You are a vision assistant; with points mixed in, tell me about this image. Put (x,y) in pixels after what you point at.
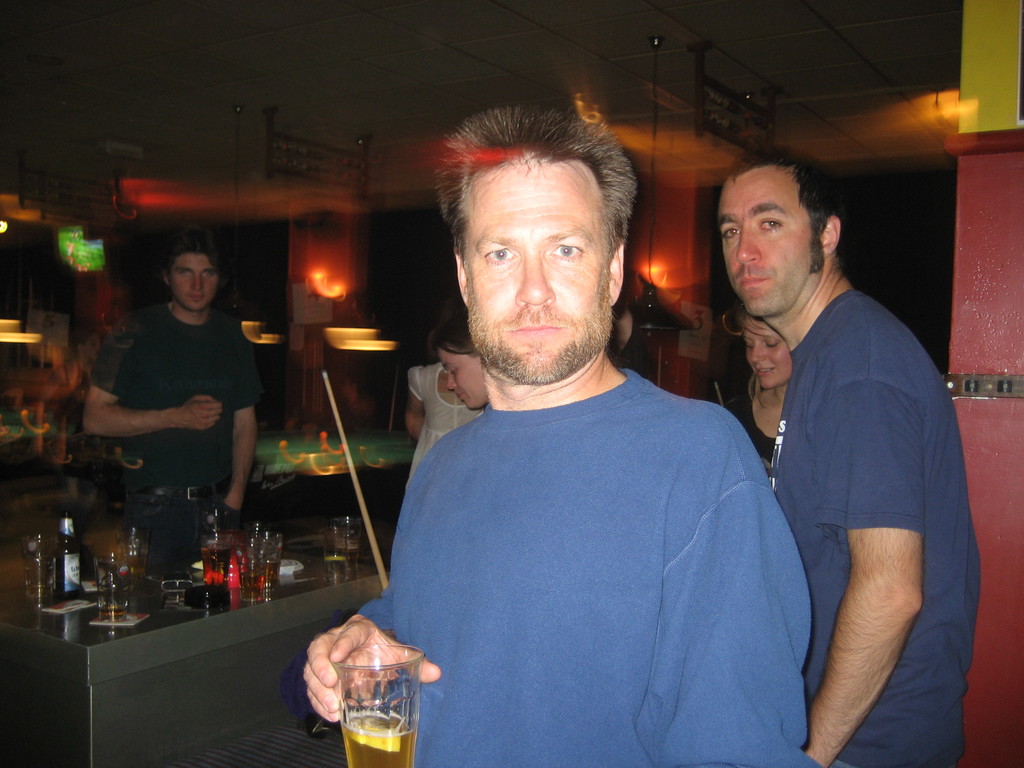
In this image, we can see people (527,485) and one of them is holding a glass (381,686) with drink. In the background (151,549), there are bottles (69,563) and glasses (131,545) on the stand (136,644) and there are lights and some other objects (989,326).
